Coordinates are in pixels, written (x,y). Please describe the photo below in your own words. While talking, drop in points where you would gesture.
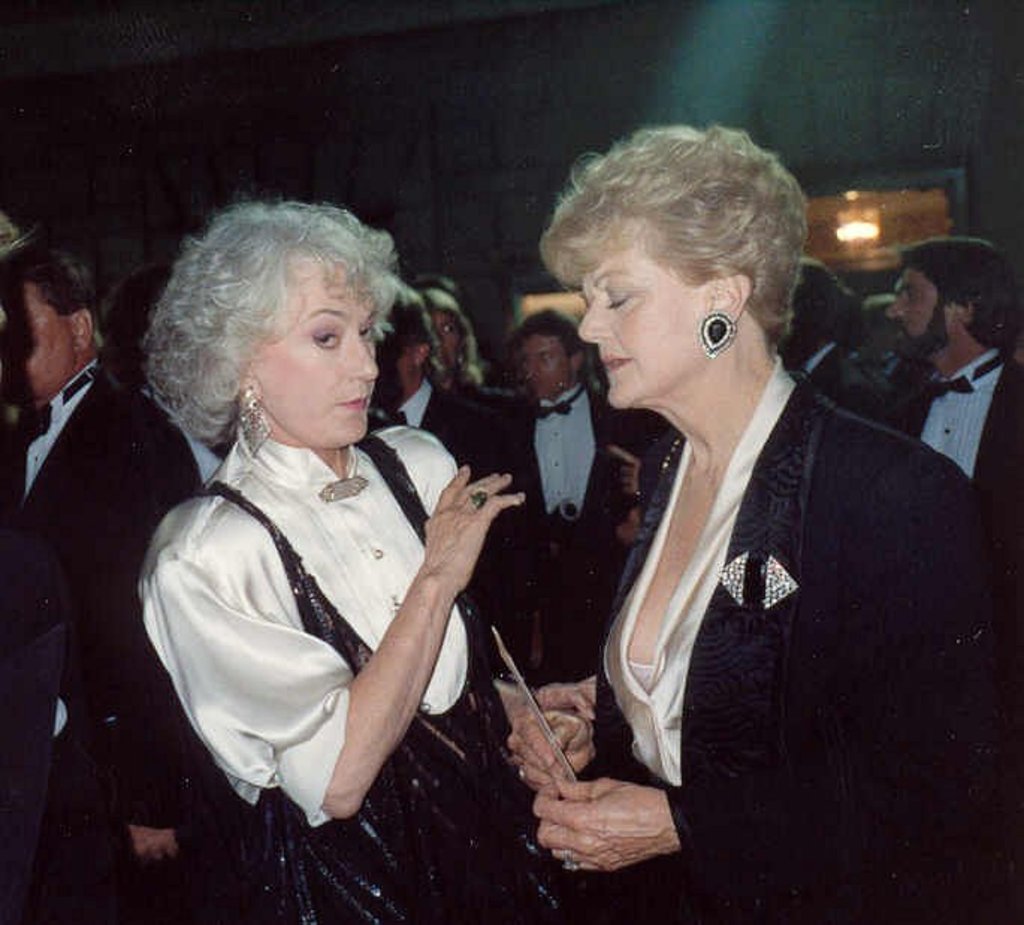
In front of the picture, we see two women (661,767) are standing. The woman (701,844) on the right side (840,658) is holding something in her hands (556,820). Behind them, we see many people (427,416) are standing. In the background (869,236), we see the lights (873,224) and a wall (784,20). At the top (309,42), we see the ceiling (211,42) and it is black in color. This picture might be clicked in the dark.
